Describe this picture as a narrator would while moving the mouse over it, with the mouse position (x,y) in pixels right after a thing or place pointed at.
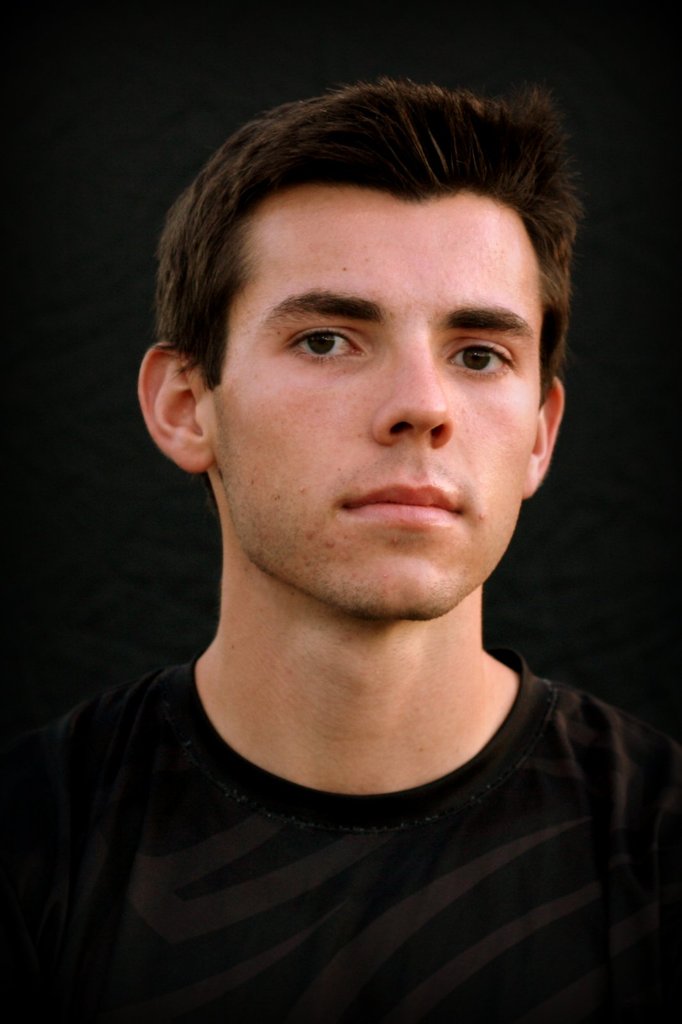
In this image we can see a man (329,591).
